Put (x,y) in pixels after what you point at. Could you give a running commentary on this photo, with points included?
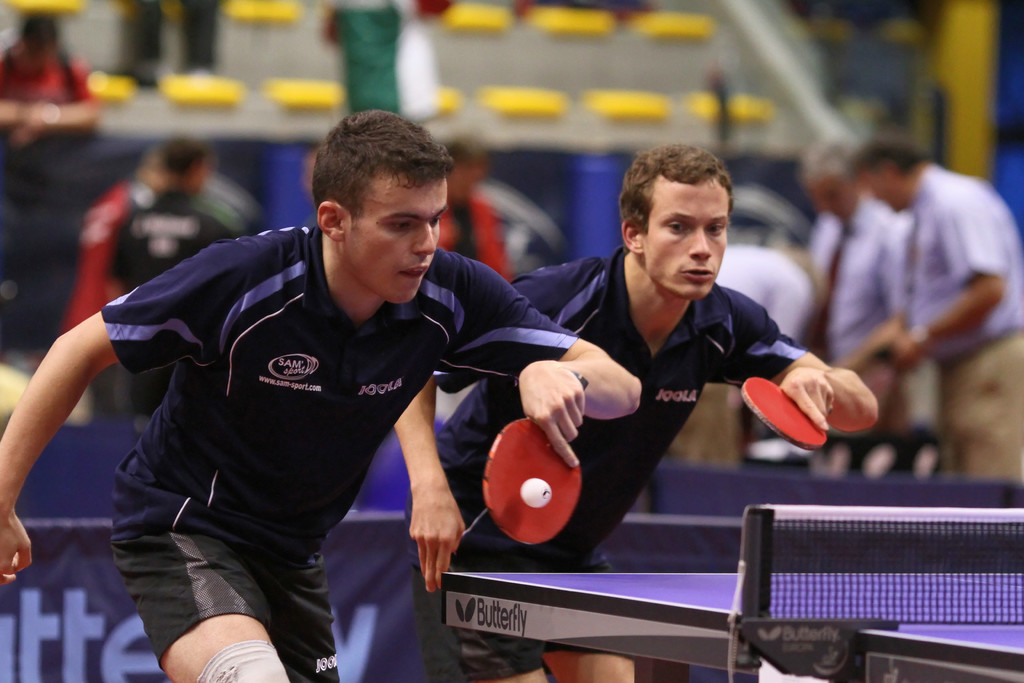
In this image i can see 2 persons (430,318) holding tennis bat (537,438) in their hands (824,386), and I can see a tennis ball (533,486) over here, I can see tennis table (524,588) in front of them and In the background (202,191) i can see few people (481,239) standing and few chairs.
